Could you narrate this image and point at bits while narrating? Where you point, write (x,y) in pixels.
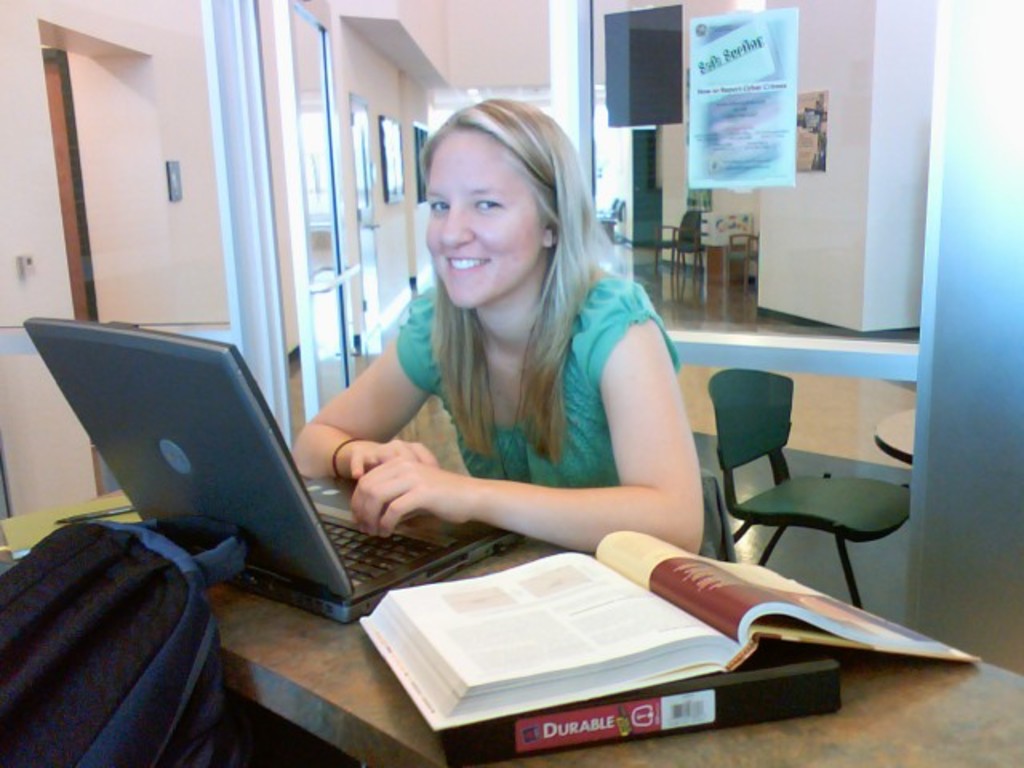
This girl (534,278) is sitting on a chair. In-front of this girl (513,421) there is a table (311,617), on a table (295,621) there are books (558,614), file (780,669) and laptop (391,565). Beside this table (302,664) there is a bag (46,680). On this glass door (841,260) there is a poster (724,48). Far there are chairs (688,233).
